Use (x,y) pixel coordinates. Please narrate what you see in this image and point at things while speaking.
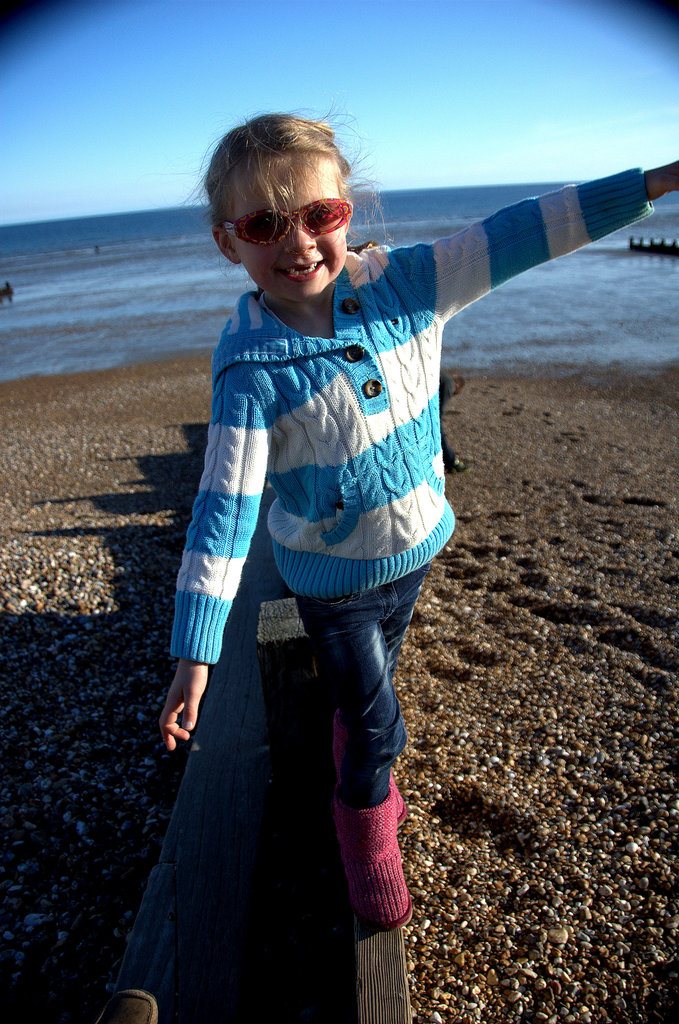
In this image there is the sky (372,27) towards the top of the image (363,22), there is water (474,199), there is sand (574,593) towards the bottom of the image (597,739), there is a wooden object (238,732) towards the bottom of the image (251,714), there is a girl (363,410), she is wearing goggles (321,219).
